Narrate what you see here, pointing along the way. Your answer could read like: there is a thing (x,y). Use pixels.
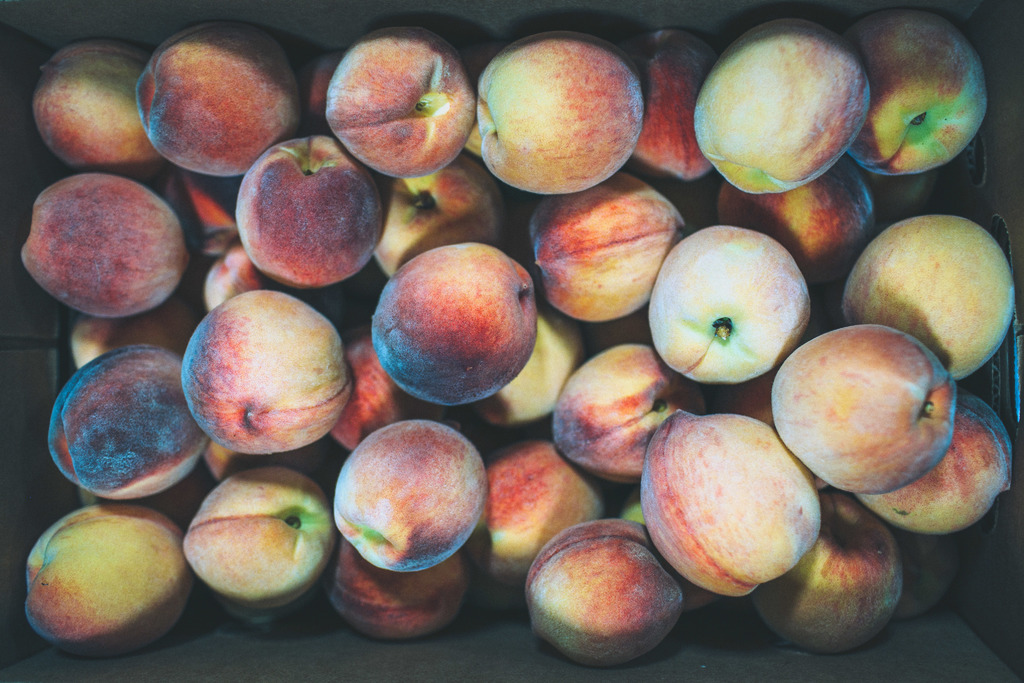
This is a peach fruit (357,205).
